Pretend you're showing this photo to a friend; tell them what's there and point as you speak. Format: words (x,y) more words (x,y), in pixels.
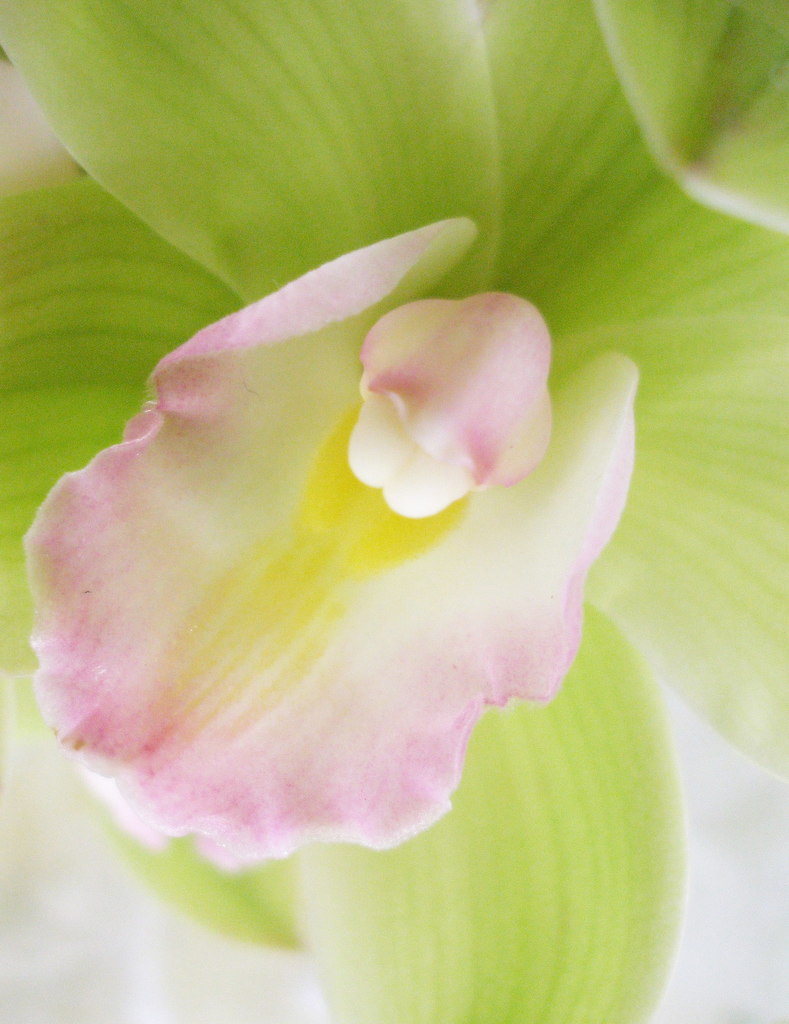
In this image I can see the flower (191,287) which is in pink, white, yellow and green color. And there is a white background (164,980).
